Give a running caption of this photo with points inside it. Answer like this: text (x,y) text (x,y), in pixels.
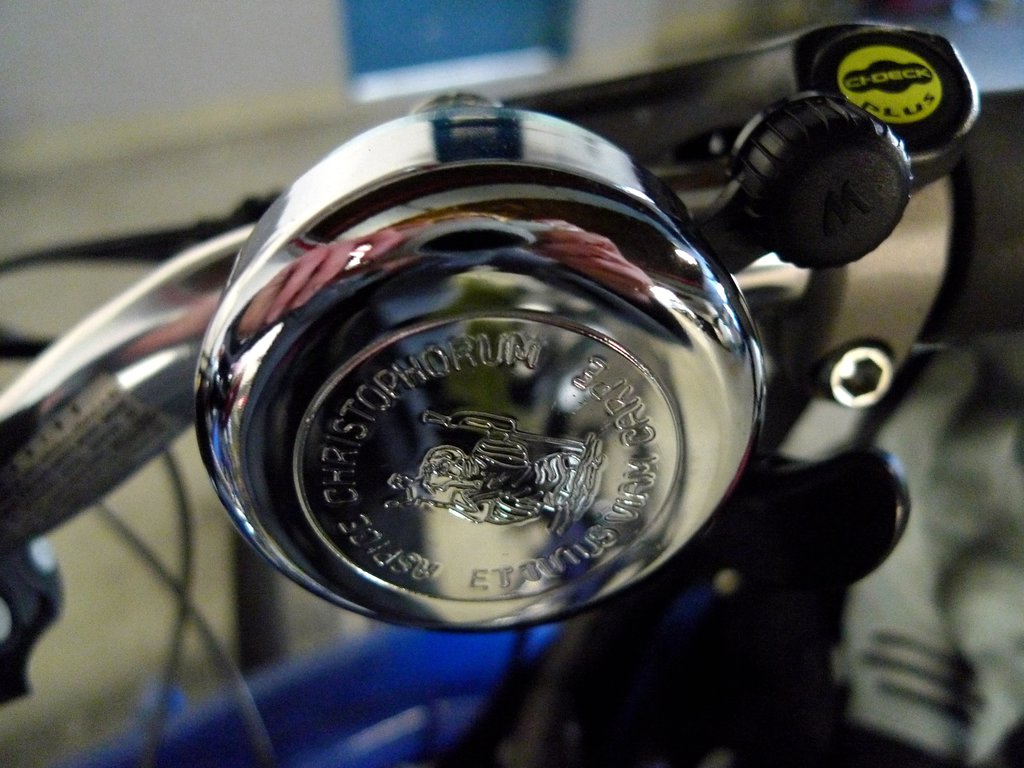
In this image I can see a metal object (402,331) which is attached to a bicycle (740,104). The background (139,134) is blurred.
